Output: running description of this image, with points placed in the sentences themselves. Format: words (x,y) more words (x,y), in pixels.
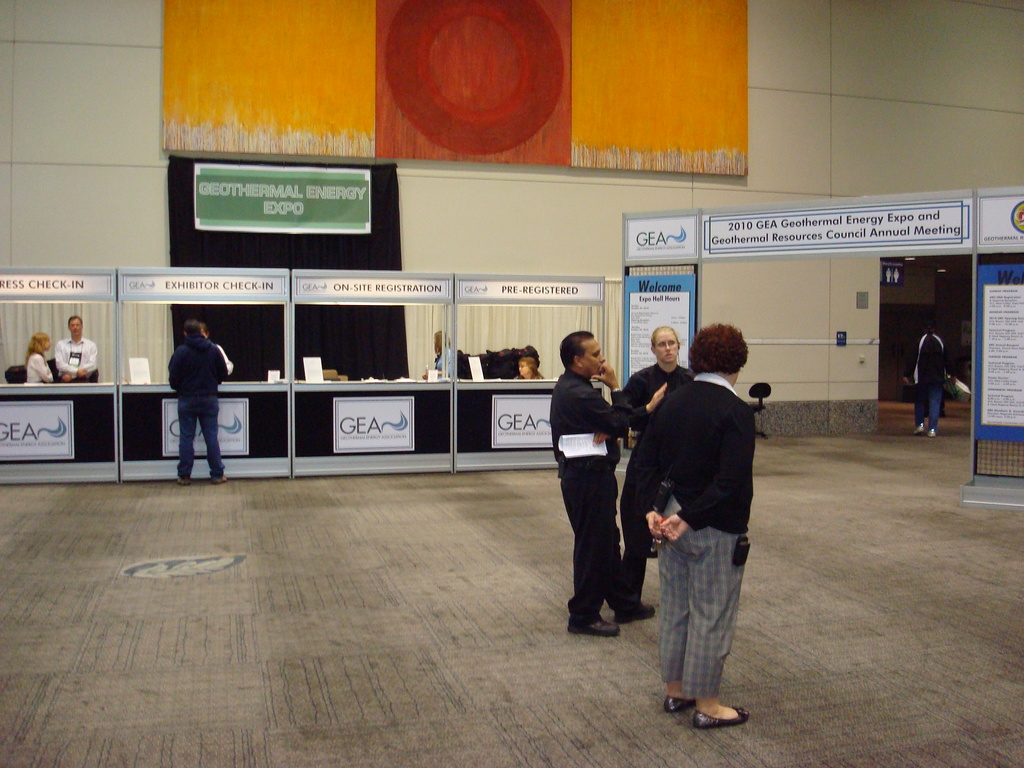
In this image there are group of persons (595,418) standing, the persons (608,442) are holding an object (600,442), there is a woman (531,374) sitting, there are boards (756,230), there is text (737,245) on the boards (518,422), there is a wall (894,135), there are objects (400,99) on the wall (87,223), there is an object (394,112) towards the top of the image (393,113).
